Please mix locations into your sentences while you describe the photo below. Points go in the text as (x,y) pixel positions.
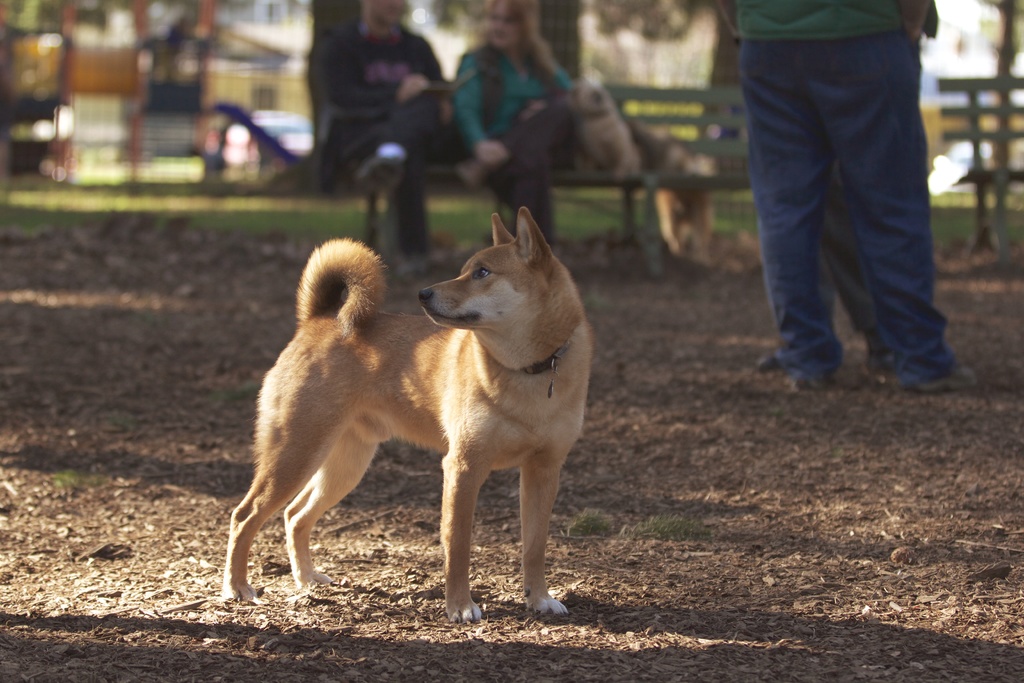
In this picture we can see a dog (312,511) and two persons (788,6) standing on the ground (328,225) and in the background (414,119) we can see two persons (518,37) sitting on a bench (701,139), trees (658,44), car (272,116) and it is blur.
